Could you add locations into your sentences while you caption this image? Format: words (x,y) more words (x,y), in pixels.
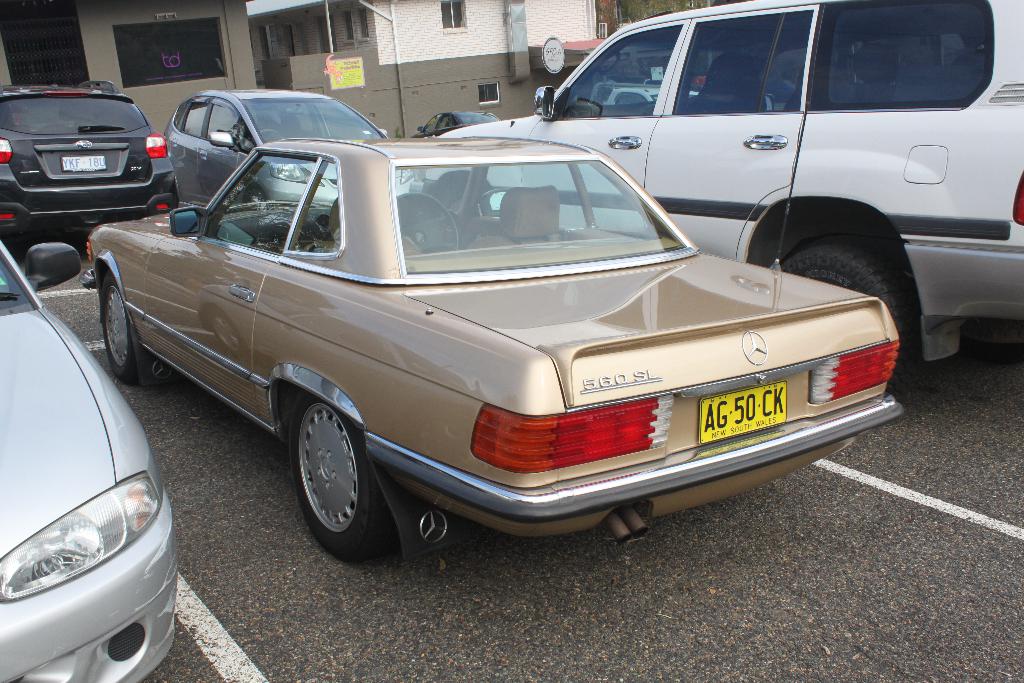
In this image I can see cars (602,193) parked on the road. There are buildings (347,43) at the back (371,38).
